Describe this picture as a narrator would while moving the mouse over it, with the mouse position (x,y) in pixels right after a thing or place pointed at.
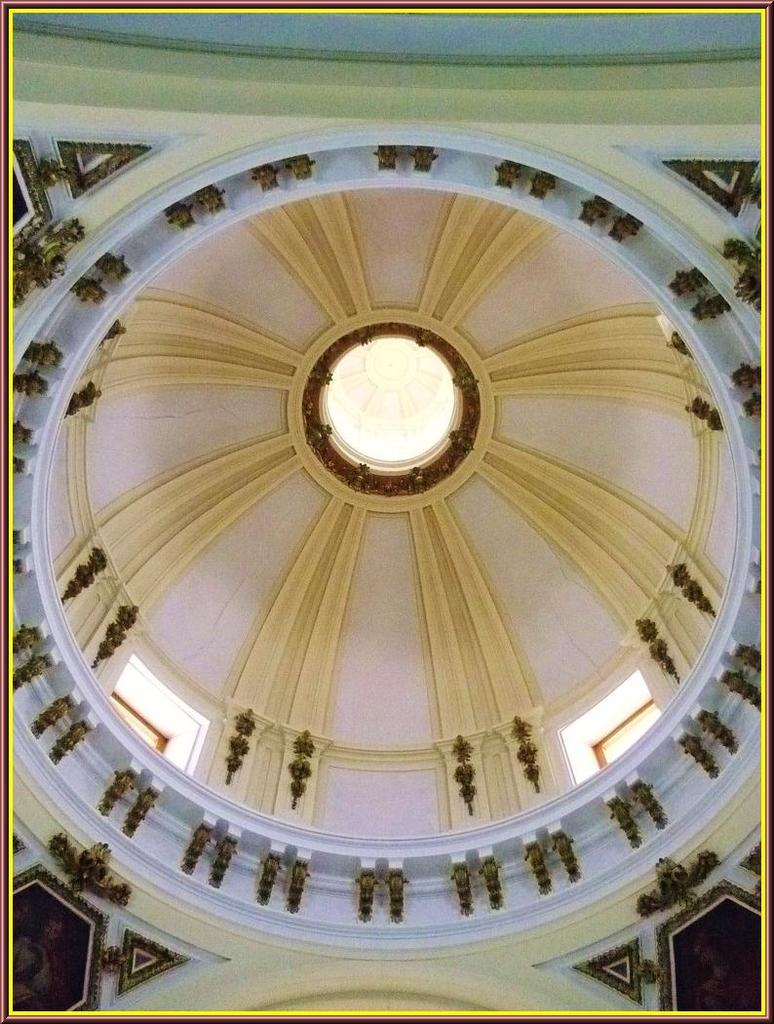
In this image we can see the roof (284,420) of a building (298,418), carvings (28,679) on the wall (287,895) and wall hangings (103,934) to the wall (483,957).
